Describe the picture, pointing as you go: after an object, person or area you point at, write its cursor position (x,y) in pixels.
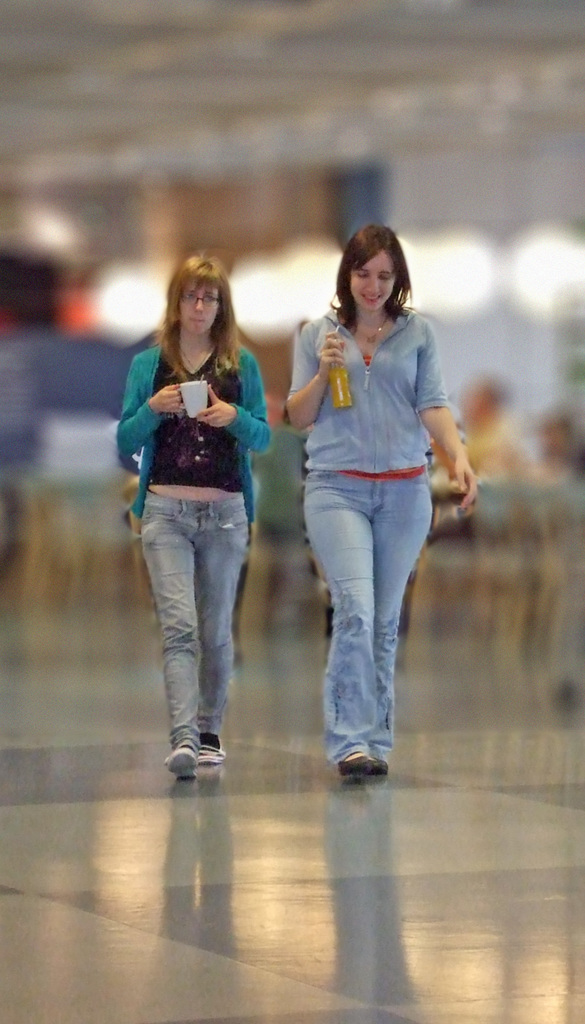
In this image I can see two women (338,458) are walking and I can see smile on her face (381,304). I can see one of them is holding a yellow colour bottle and one is holding white colour mug (192,402). I can also see both of them are wearing jeans (351,588) and I can see this image is little bit blurry from background (43,88).
